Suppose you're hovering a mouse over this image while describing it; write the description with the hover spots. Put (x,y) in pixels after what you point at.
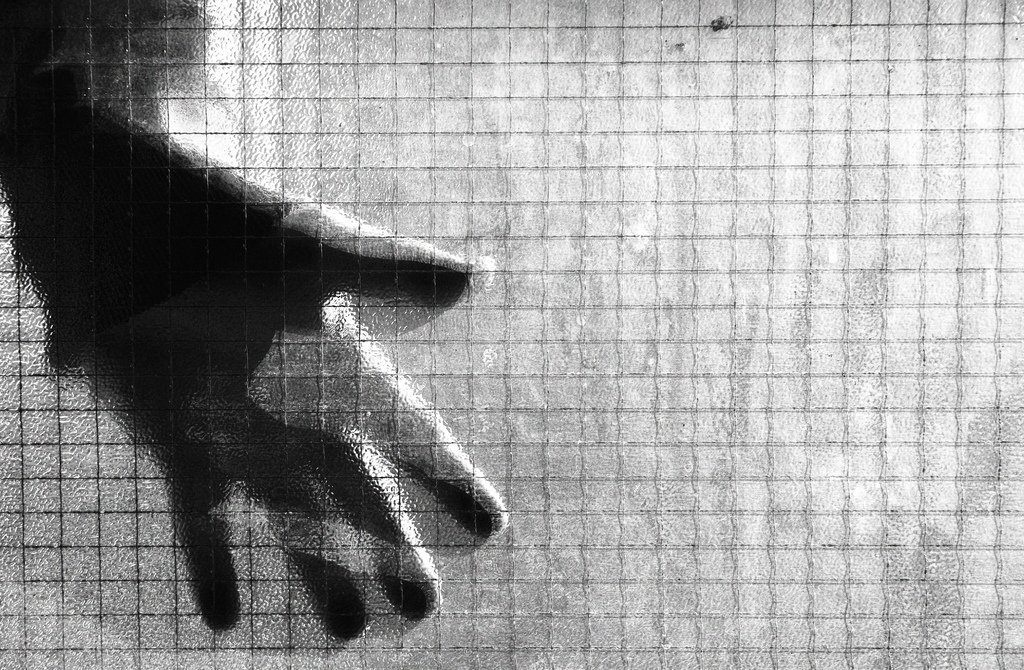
It is a black and white image. In this image we can see some person's hand (396,264) and also the fence (751,270).
